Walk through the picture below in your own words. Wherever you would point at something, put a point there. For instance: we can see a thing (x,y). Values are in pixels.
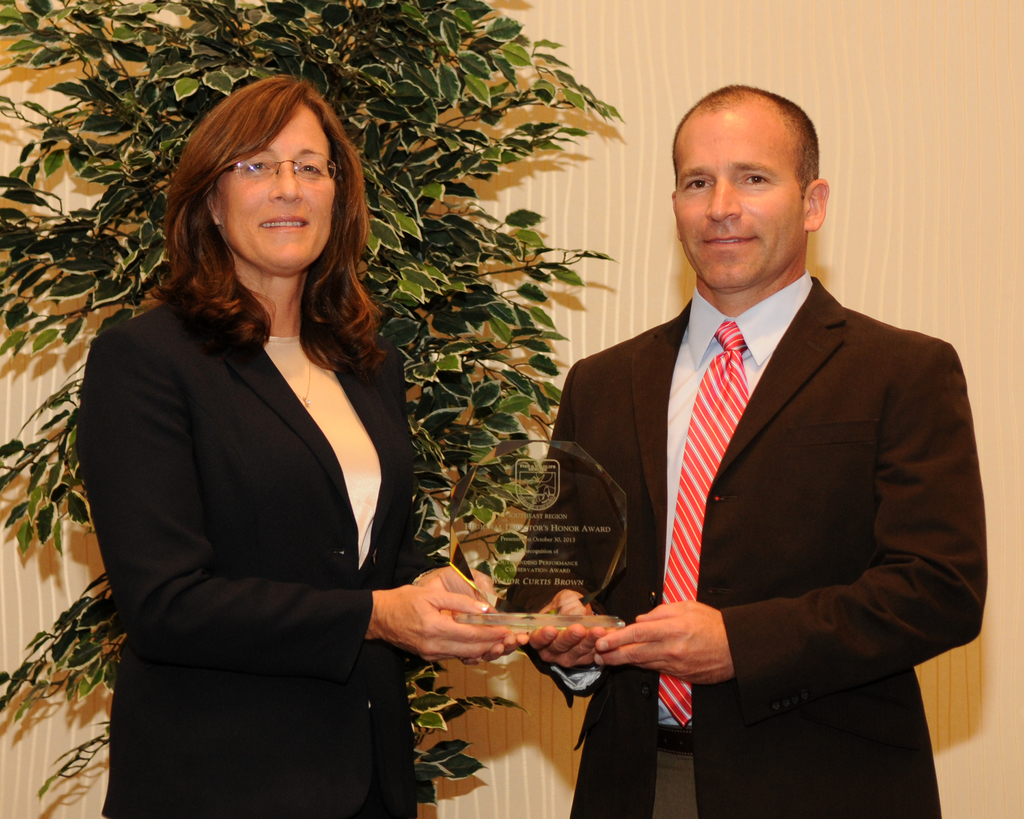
In this image I can see a woman (244,382) and a man (724,581) standing, smiling and giving pose for the picture. They are holding a glass object (540,612) in their hands (510,634). In the background (406,164) there is a plant (434,303) and curtain (899,115).
